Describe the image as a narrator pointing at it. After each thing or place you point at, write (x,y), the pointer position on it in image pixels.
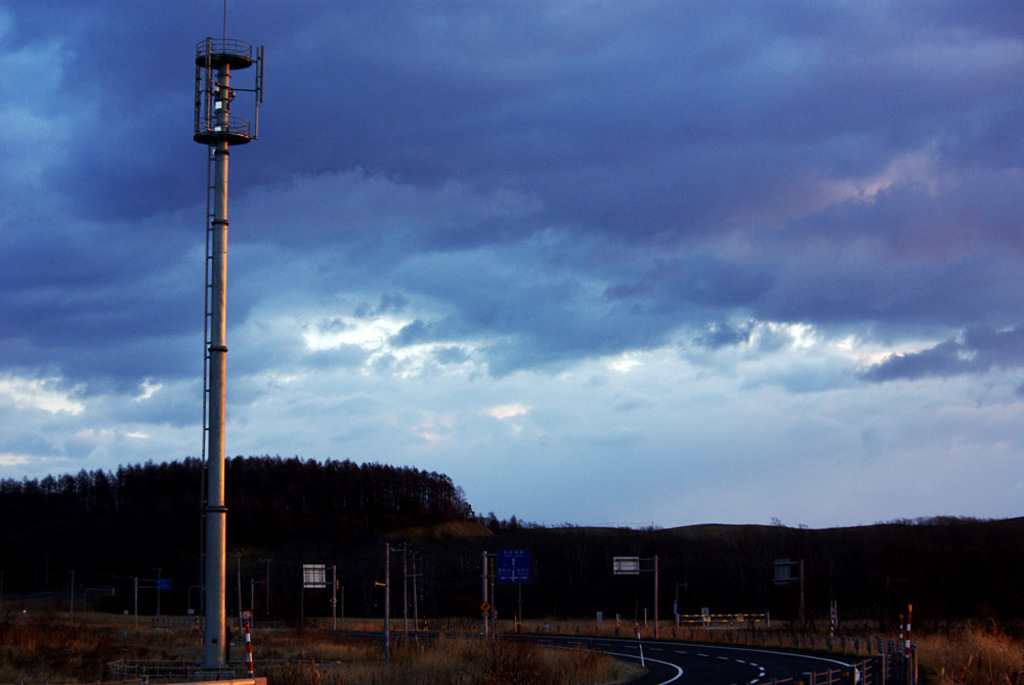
In this picture we can see there are poles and boards (319,579). At the bottom of the image (690,670), there is a road (660,671) and grass (495,668). Behind the poles (388,549), there are trees (347,508) and the cloudy sky (516,310).
